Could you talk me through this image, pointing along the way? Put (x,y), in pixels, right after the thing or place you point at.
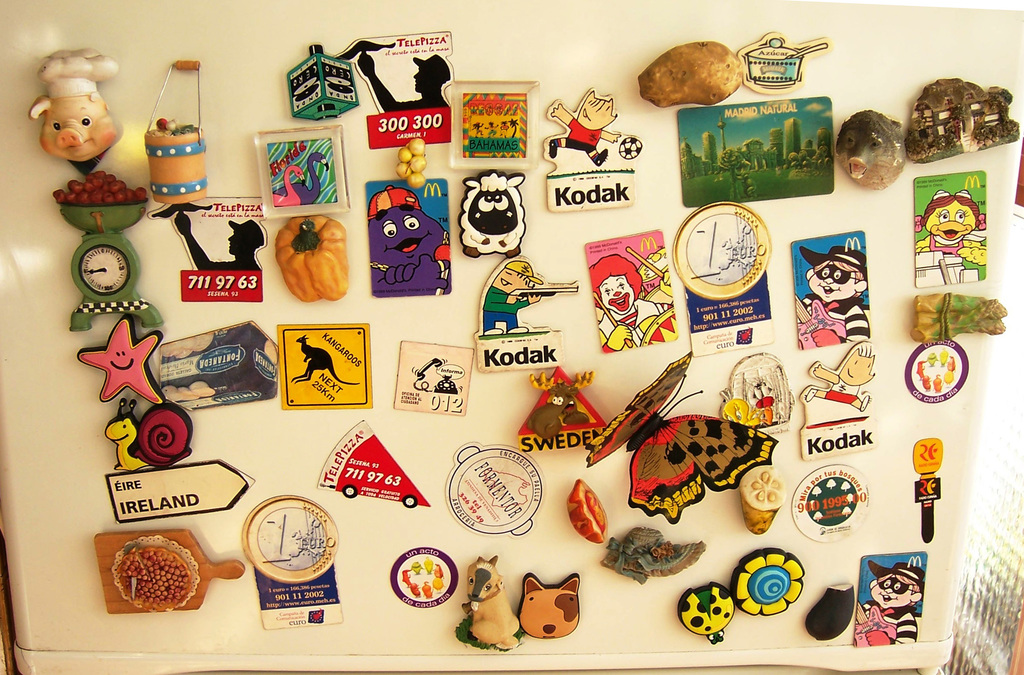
In this picture there are stickers (459,117) in the center of the image (384,294), which includes animals (679,483) and vegetables (594,507) in it.
